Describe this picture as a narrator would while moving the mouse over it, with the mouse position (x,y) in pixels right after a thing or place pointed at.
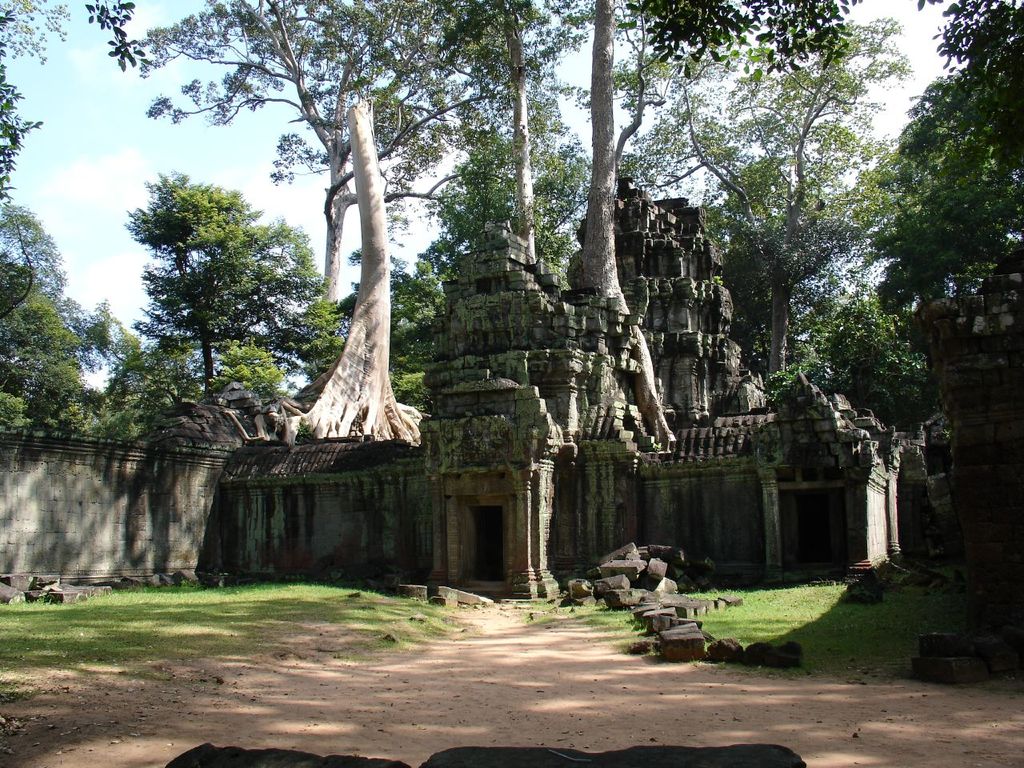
In this picture we can see a temple (603,467), at the bottom (834,604) there is grass (821,625) and some rocks (637,577), in the background (759,197) we can see trees (618,173), there is the sky (99,109) at the top of the picture (126,115).
